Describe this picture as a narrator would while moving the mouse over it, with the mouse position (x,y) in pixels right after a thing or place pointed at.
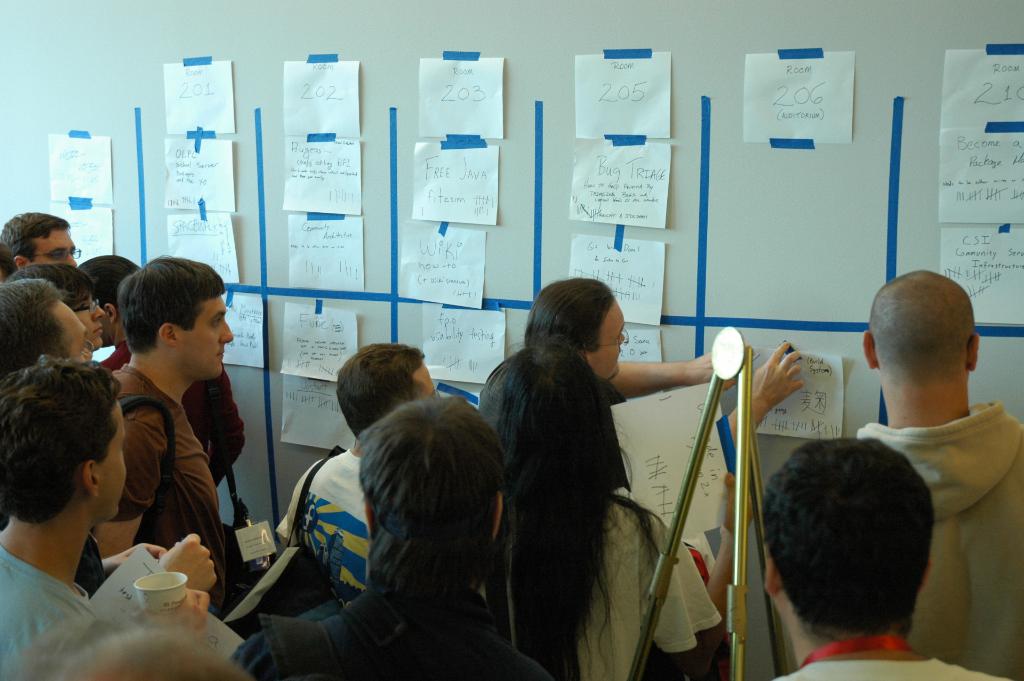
In this image we can see people (197,437) standing on the floor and holding papers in their hands (178,551). In the background (444,128) we can see papers (454,210) pasted on the walls (742,172) and a tripod (744,385).
